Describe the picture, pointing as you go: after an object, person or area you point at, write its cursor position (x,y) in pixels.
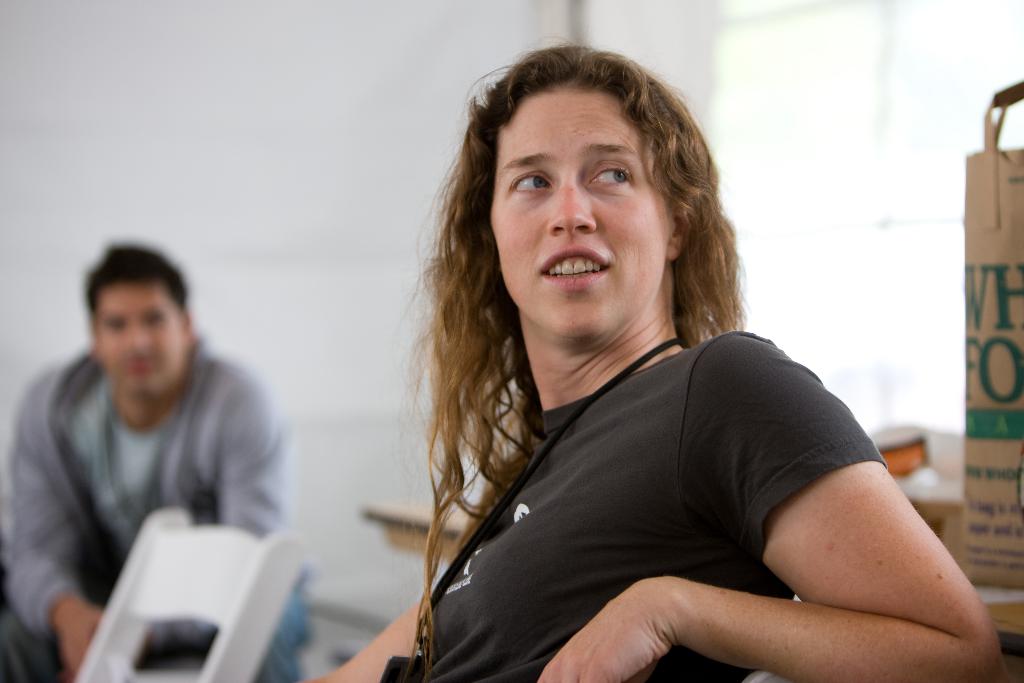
In this image I can see a woman (585,459) and I can see she is wearing black t shirt (620,485). In the background (212,544) I can see a white chair (188,533) and I can see a man (211,436) is sitting. I can also see this image is little bit blurry from background (855,237). Here on this bag (967,519) I can see something is written.
